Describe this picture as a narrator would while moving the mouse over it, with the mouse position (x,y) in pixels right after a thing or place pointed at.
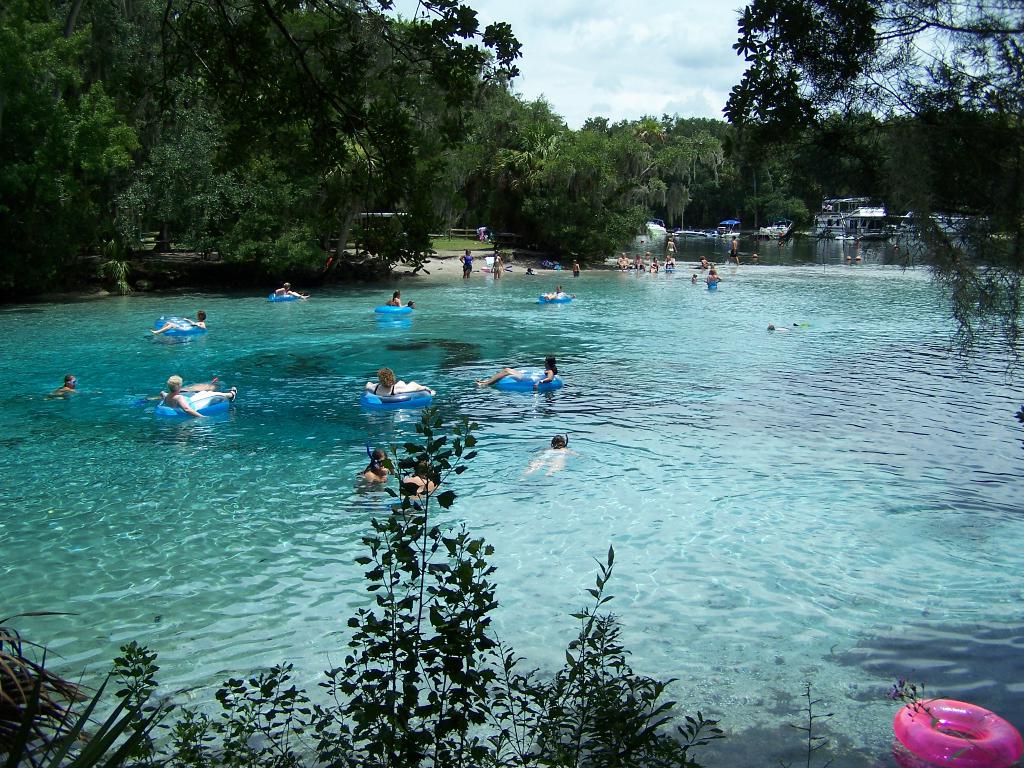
In this image in the front (171,691) there are plants (428,714), there is an object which is pink in colour. In the center (374,393) there are persons (177,379) in the water (534,396). In the background (569,189) there are trees (617,206) and there is grass (458,246) on the ground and the sky (615,91) is cloudy.
